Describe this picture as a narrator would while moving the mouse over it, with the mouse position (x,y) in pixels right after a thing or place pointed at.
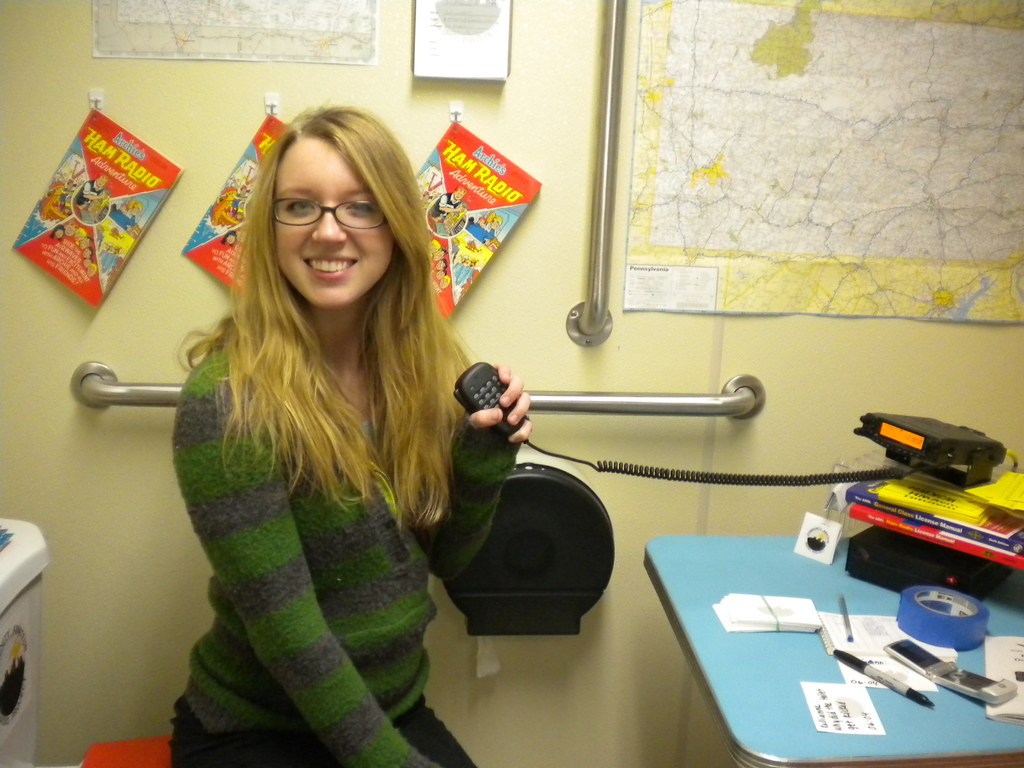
In this image on the left side (325,229) there is one woman (285,427) who is sitting and smiling and she is holding a mike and on the right side (691,599) there is one table (770,701) on the table (889,720) there are some papers (851,691), pens (883,678), mobile (941,664), books (909,520) and one tape (942,601) is there. On the top (314,67) there is a wall (260,108) on the wall (541,244) there are some books (82,205) and one poster (659,148) is there.
